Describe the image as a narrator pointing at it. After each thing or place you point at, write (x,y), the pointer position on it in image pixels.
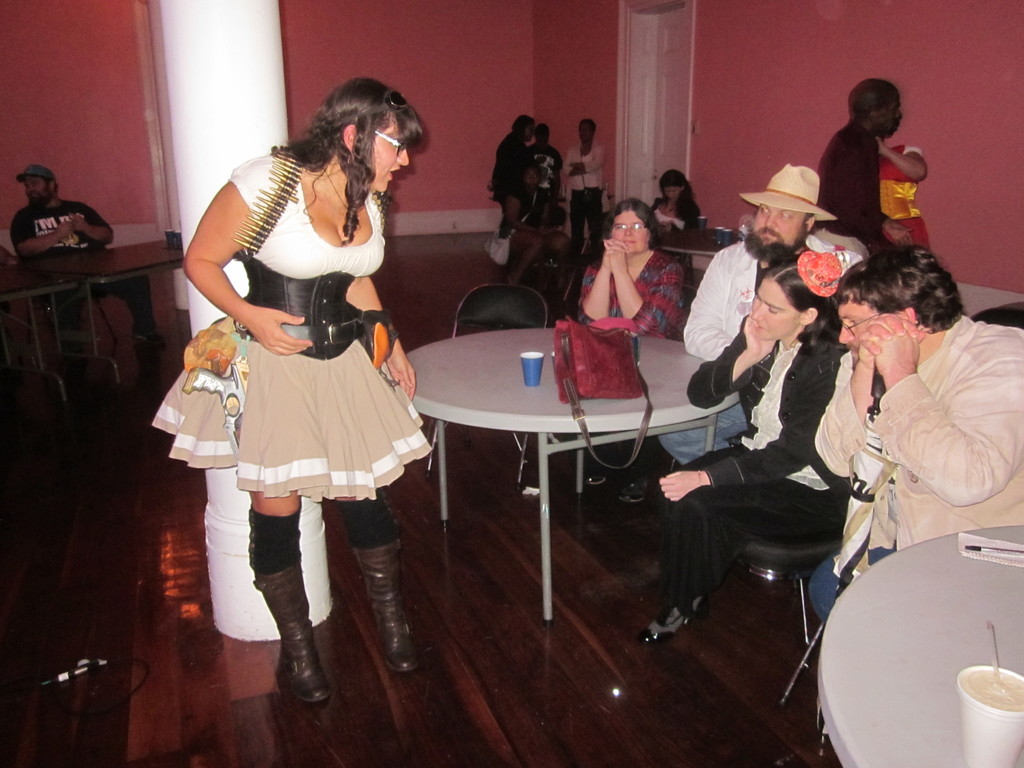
This is an image clicked inside the room (753,679). Here I can see few people (782,358) are sitting on the chairs (819,542) around the table (681,395). On the table (683,403) I can see a glass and one bag (627,392). On the left side (288,257) there is a woman (305,374) standing and looking at these persons (677,319). At the back of her there is a pillar (199,103). In the background (496,21) I can see walls (811,44) painted with pink color. Beside this wall (498,133) there are few people (543,171) standing and on the left side (56,185) there is a person (57,201) sitting in front of the table (105,268). On the right side (868,177) there is a man (855,184) carrying a baby (885,208) in his hands (891,223).
